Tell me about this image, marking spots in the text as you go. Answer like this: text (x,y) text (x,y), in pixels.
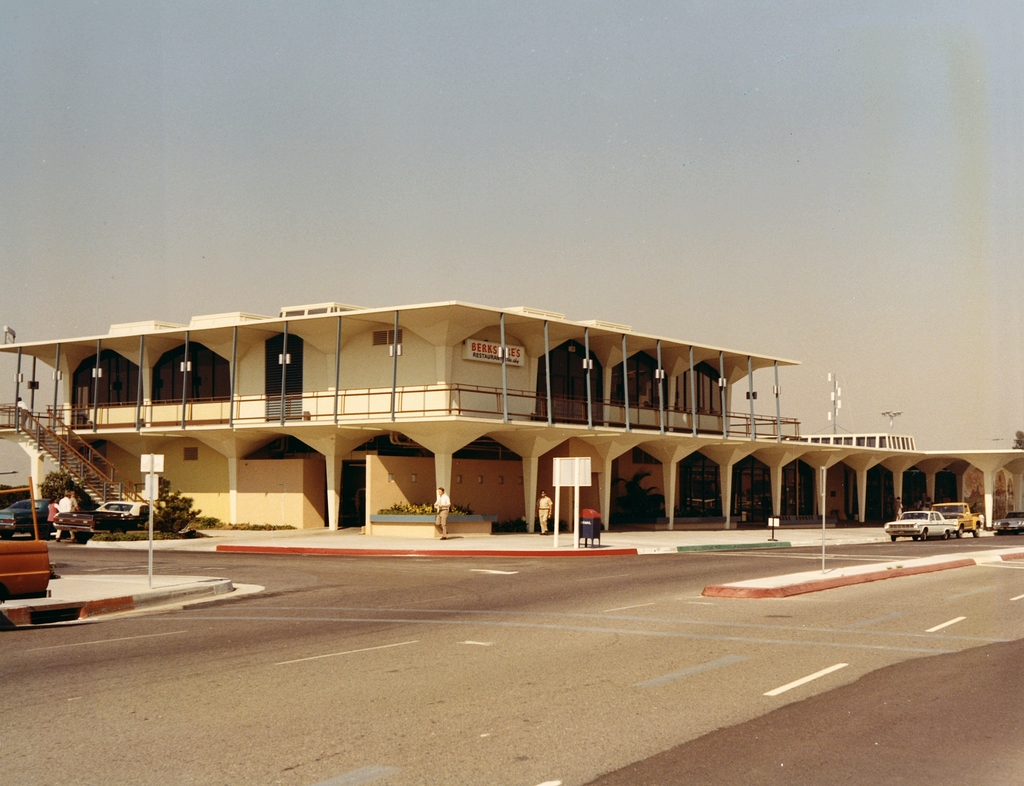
In this image I see a building (576,422) and I see few plants (516,530) and I see the road (351,587) on which there are vehicles (930,524) and I see few persons (69,500) and I see the boards (155,490) on the footpath (536,533) and in the background (137,302) I see the sky (763,224).
